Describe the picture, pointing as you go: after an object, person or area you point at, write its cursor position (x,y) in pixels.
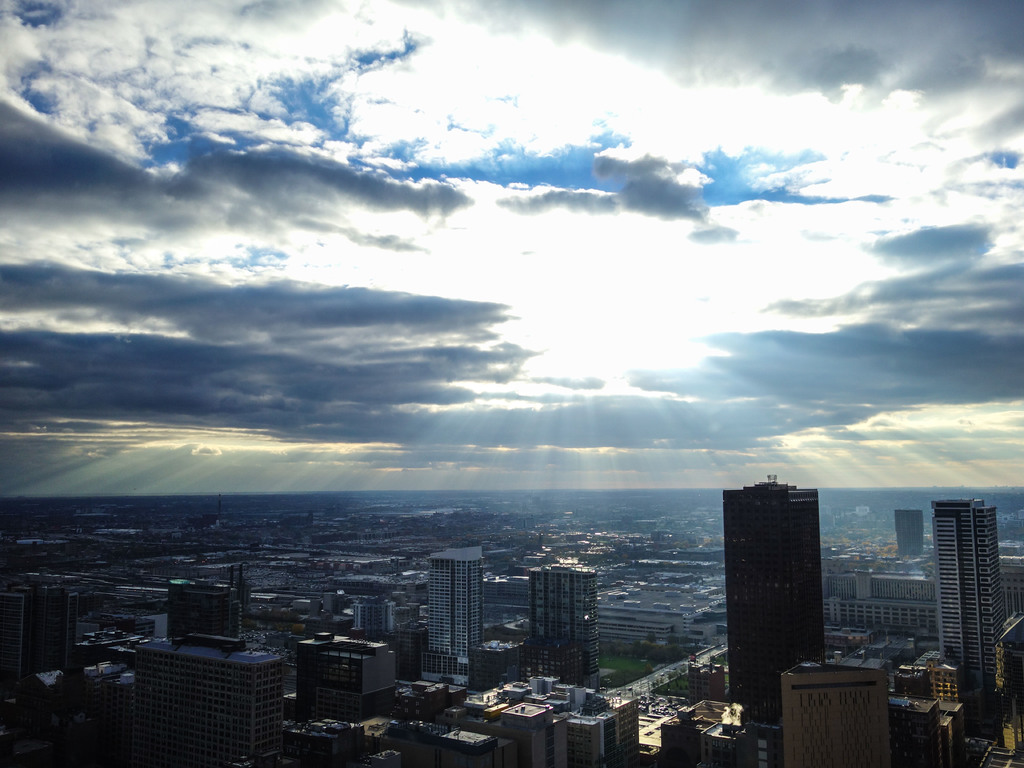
In this picture I can see there are buildings (485,698) and the sky (432,374) is cloudy and there are sun rays (574,420) visible.
